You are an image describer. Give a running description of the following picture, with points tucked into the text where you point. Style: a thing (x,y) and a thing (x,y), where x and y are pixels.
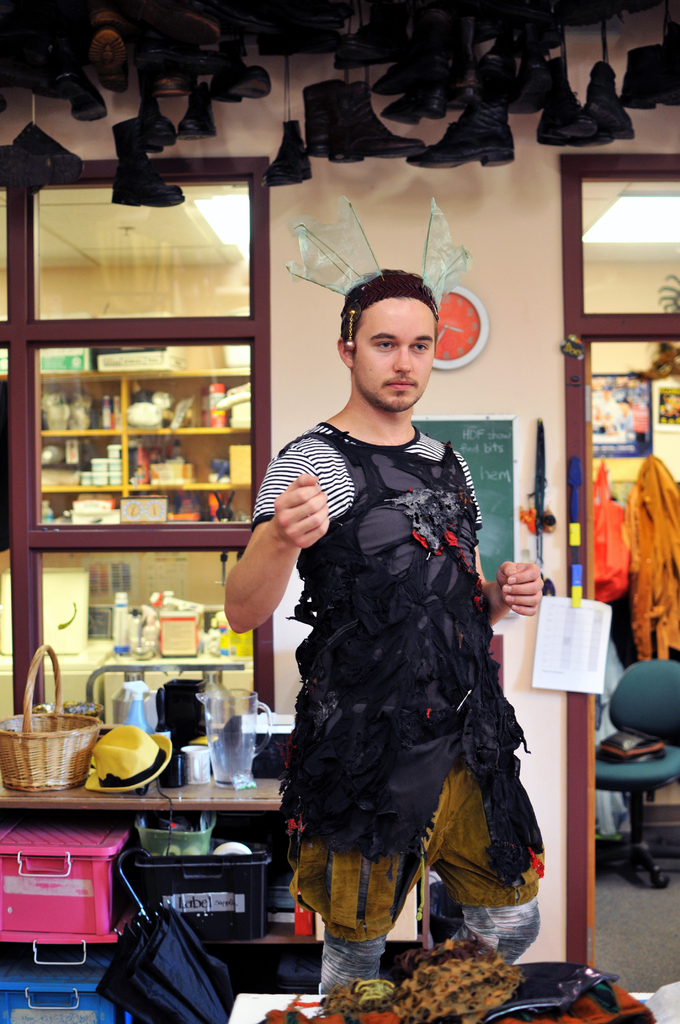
In this image there is one person (346,564) standing in middle of this image (358,475) is wearing black color dress (403,685) and there is a table (312,1008) at bottom of this image (401,1004) there are some objects (433,984) kept on it. There is an umbrella (175,961) on left side to this table (319,996), there are some objects (246,766) kept in to some table (201,806) at left side of this image (205,768) and there are some shoes (527,94) hanging at top of this image (307,141). There is a wall (371,166) in the background (468,310) and there is a clock (449,353) at top of this image (440,313). There is a chair (657,688) at right side of this image (611,776), and there is a door (610,529) at right side of this image (616,517) and a window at left side of this image (148,447).
